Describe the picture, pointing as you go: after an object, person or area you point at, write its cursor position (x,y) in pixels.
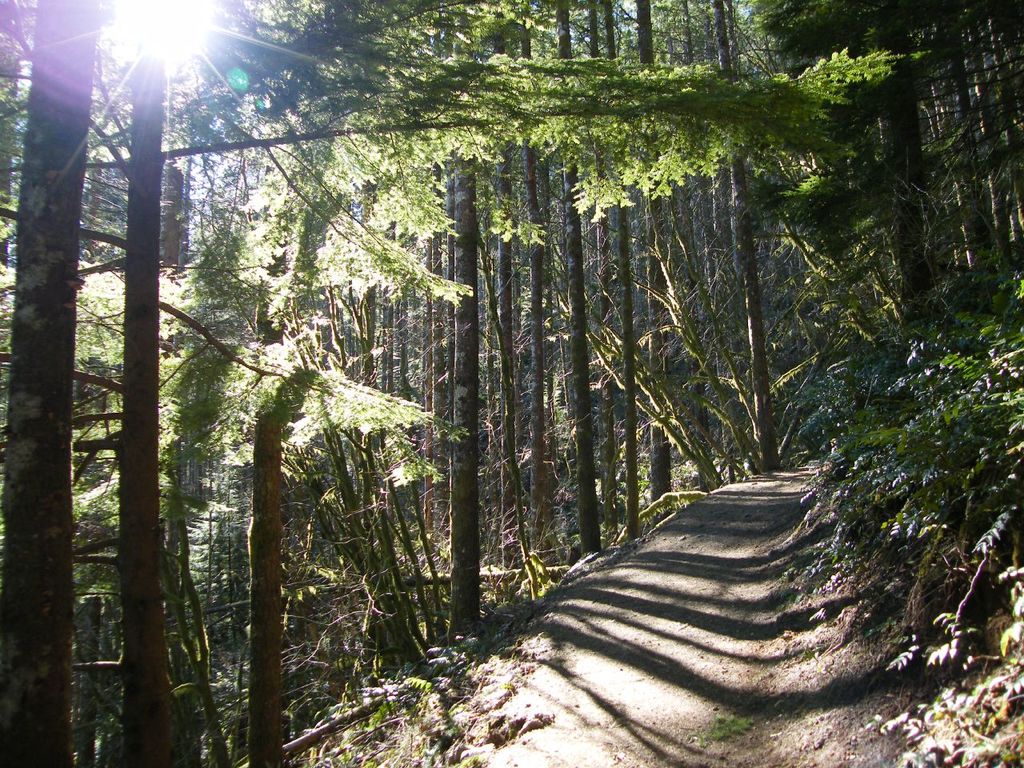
In this image I can see the trees (562,349). At the top (170,59) I can see the sunrise (177,41).
